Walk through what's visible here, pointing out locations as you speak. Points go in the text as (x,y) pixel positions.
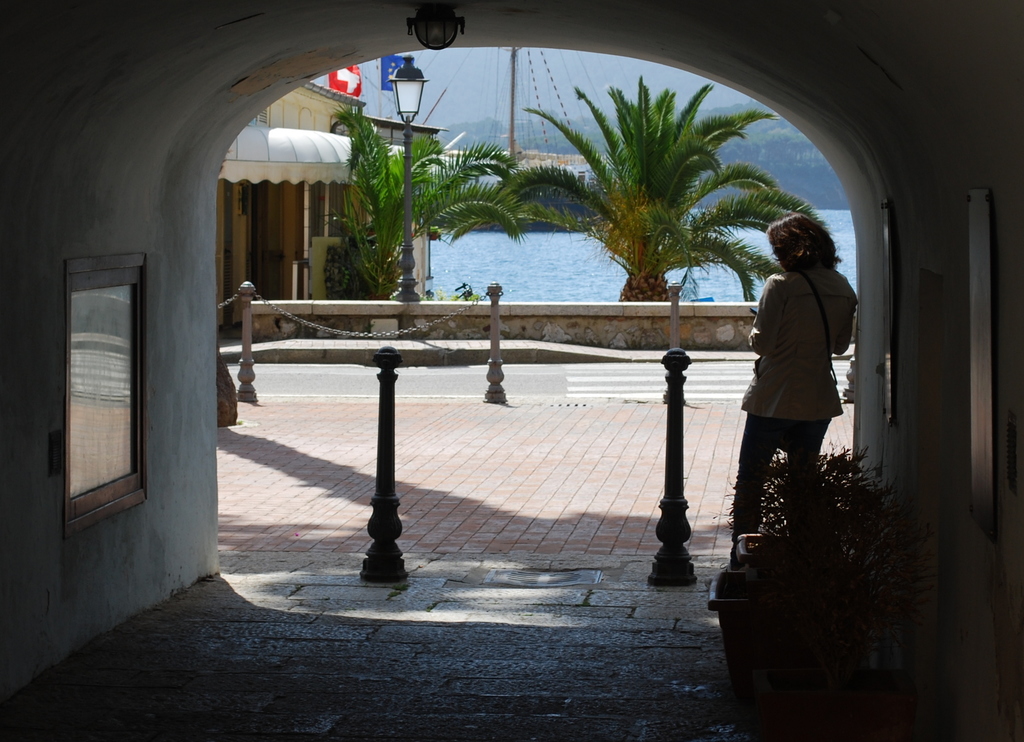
This is the picture of a building (1003,519). On the right side of the image (760,424) there is a person (784,437) standing and there are plants (823,527). At the back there is a railing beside the road (311,372) and there is a pole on the wall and there are flags (386,68) on the building (321,112) and there are trees (353,182). At the top (458,66) there is sky (458,66). At the bottom (699,511) there is pavement (453,431).
